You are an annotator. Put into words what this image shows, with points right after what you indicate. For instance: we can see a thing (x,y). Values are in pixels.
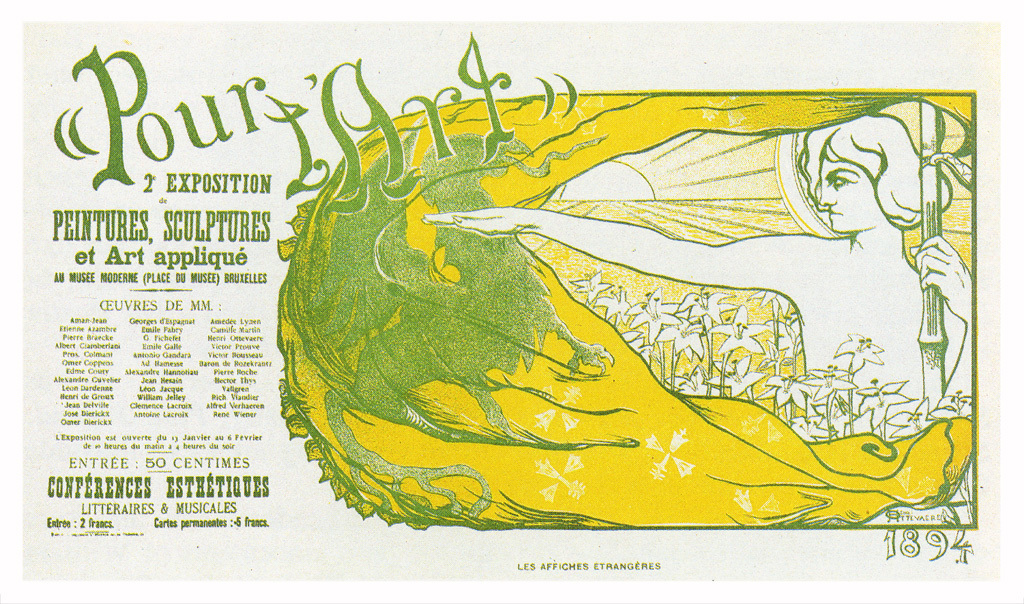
In this picture I can see a poster (290,329) with some text (177,336) and a picture (575,296).
